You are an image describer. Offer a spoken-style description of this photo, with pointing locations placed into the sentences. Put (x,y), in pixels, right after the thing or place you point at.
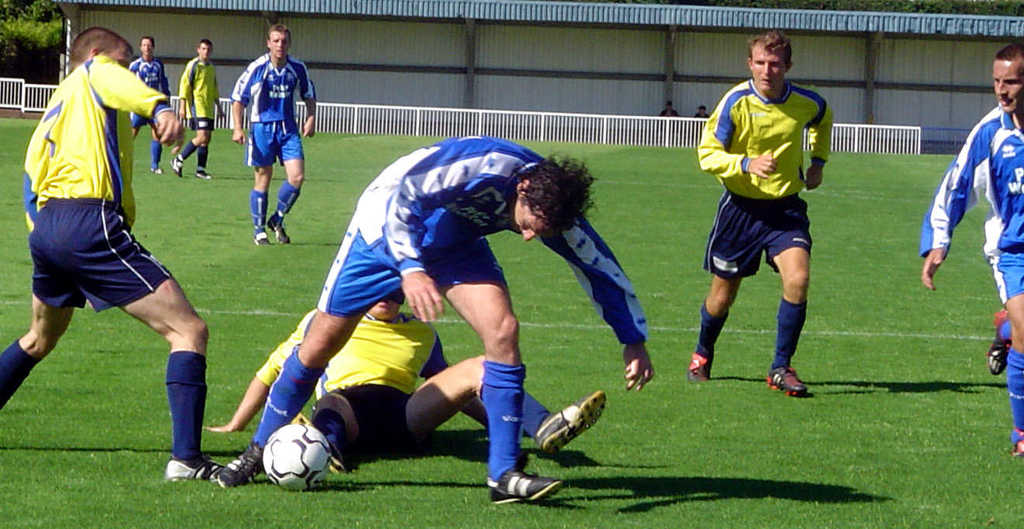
In this Image I see number of men (1004,325) who are on the grass (807,201) and this man (271,371) is sitting and I can also see a football (305,430) over here. In the background (703,122) I see 2 more persons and the fence (564,139).
